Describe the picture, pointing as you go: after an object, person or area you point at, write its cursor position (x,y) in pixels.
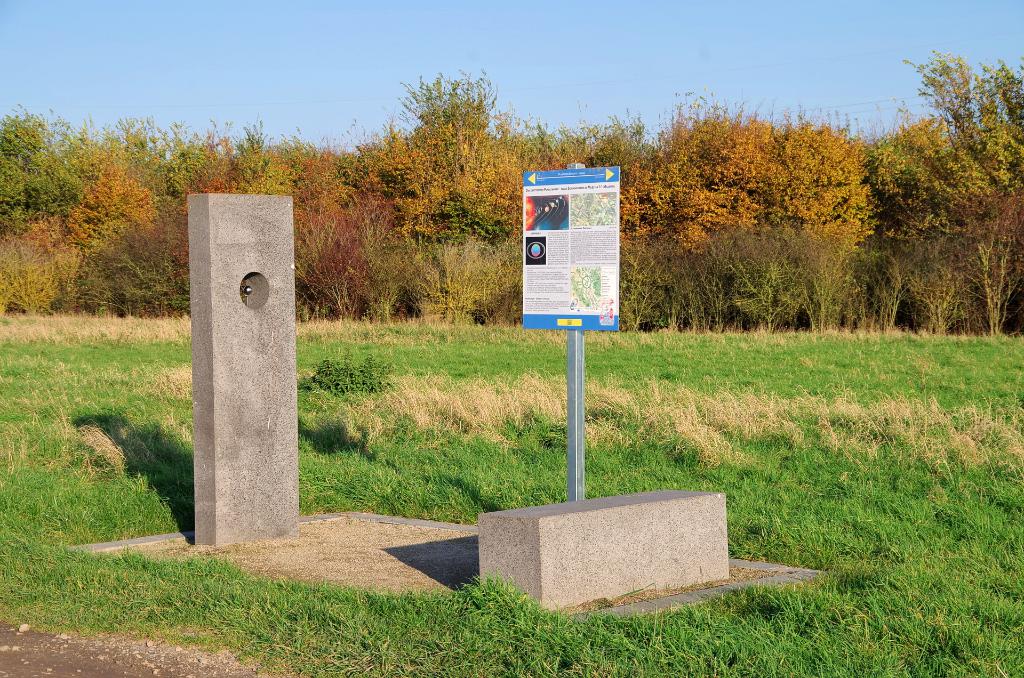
In this image there is a board (565,238) to a pole (577,353). There is text (561,244) on the board (546,242). Beside the board (577,271) there is a small pillar (250,402). There is grass (556,620) on the ground (708,370). In the background (153,170) there are trees (704,148) and plants (705,263). At the top (321,59) there is the sky (142,68).
